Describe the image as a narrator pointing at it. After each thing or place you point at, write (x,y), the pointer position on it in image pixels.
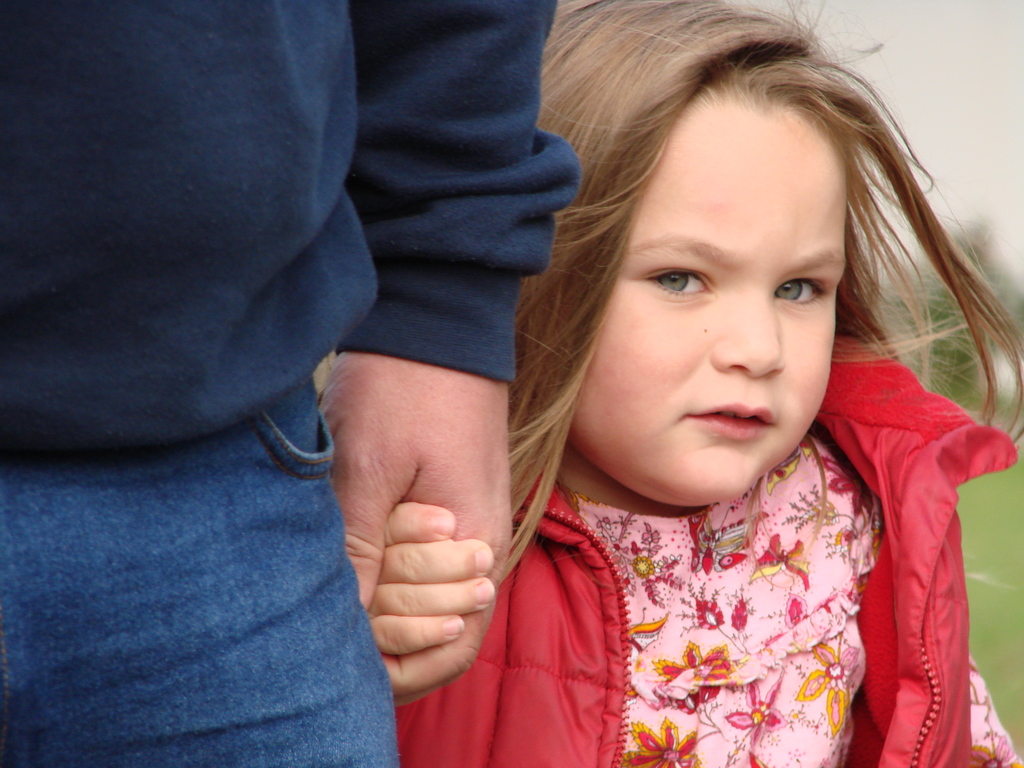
In this image, there are a few people (283,297). Among them, we can see a partially covered person (134,521). We can also see the blurred background (1001,154).
